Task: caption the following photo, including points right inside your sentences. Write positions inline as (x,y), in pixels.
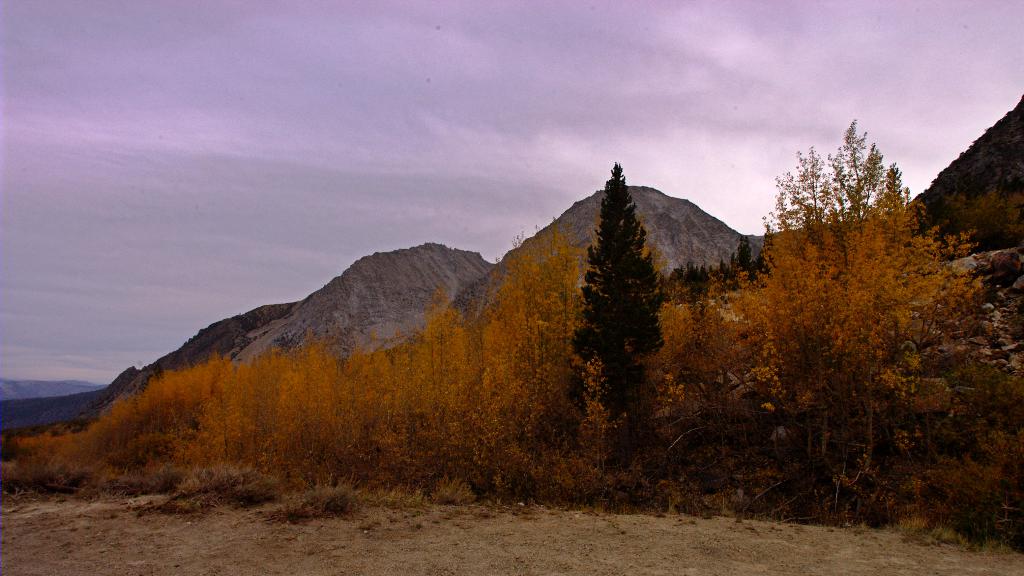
In this picture we can see hills (655,222), trees (222,360) and cloudy sky (570,138).
